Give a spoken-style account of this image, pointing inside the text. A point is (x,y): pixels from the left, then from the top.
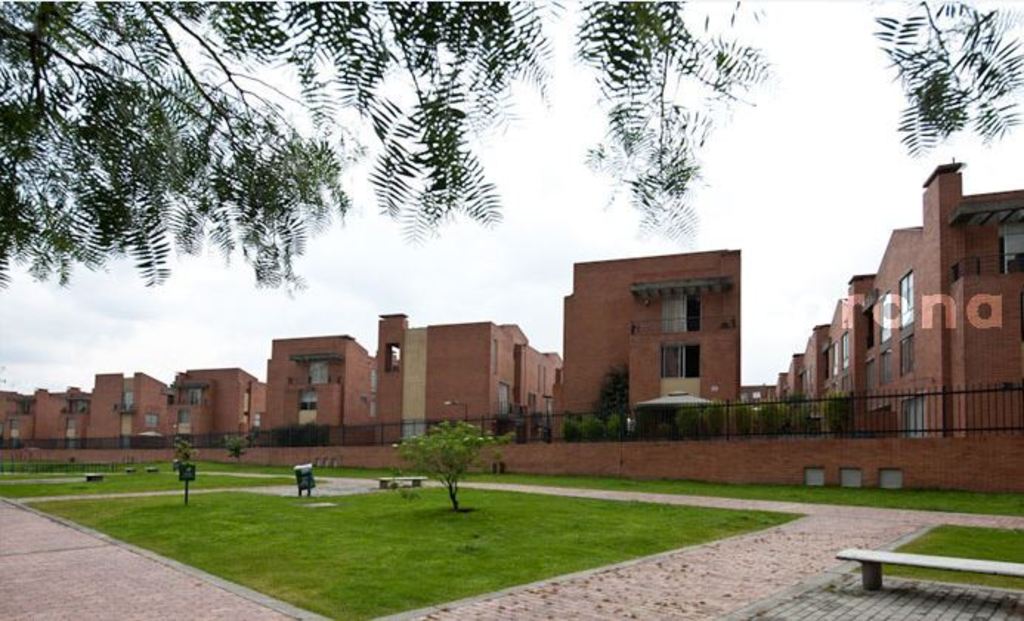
In the center of the image (621,353) we can see a group of buildings (593,349), metal railing (633,435), trees (480,433). To the right side of the image (1004,565) we can see a bench (880,571) placed on the ground (402,565). In the background (987,164), we can see a group of trees (97,244) and sky (413,278).
